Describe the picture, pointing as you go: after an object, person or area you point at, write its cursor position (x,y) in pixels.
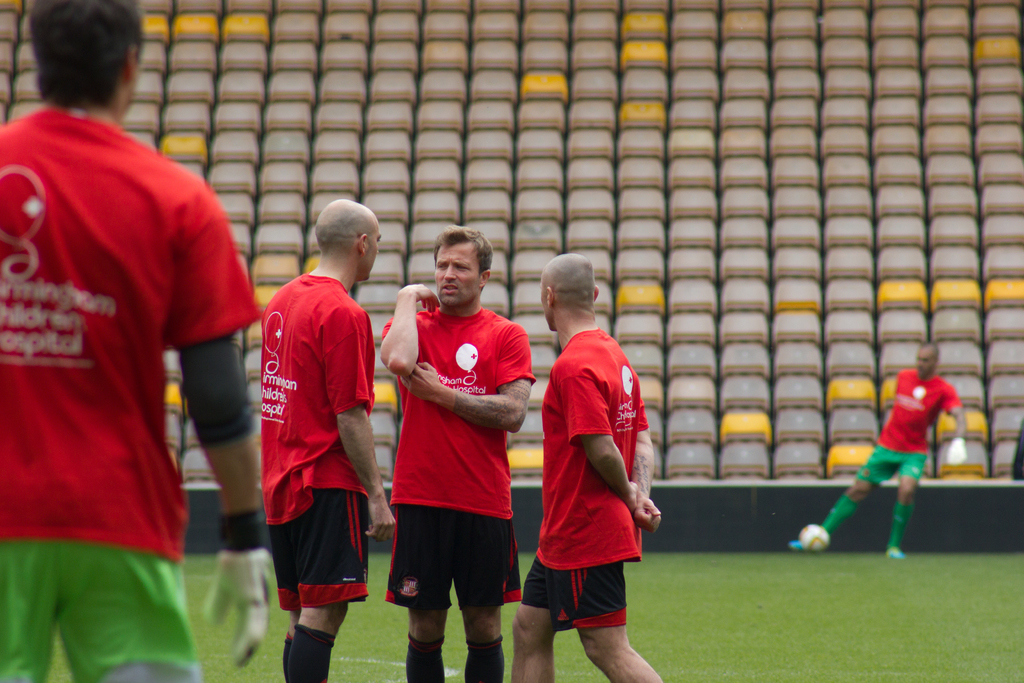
In this picture we can see five persons (390,580) in the ground (712,614) and this is grass (949,568). Here we can see a ball (810,540).
